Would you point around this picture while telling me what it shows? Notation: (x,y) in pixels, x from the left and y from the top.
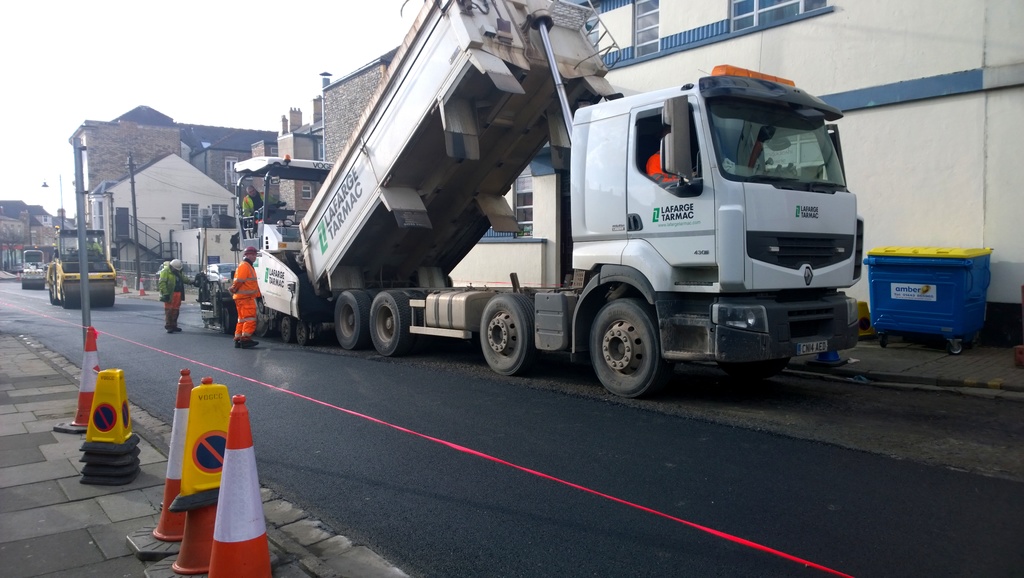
In this image I can see a truck (613,192) which is white and black in color on the road (553,394). I can see a person (244,308) wearing orange dress (250,296) is standing on the road (424,400) and few traffic poles (186,424) on the sidewalk (86,498). In the background (30,284) I can see few other vehicles (98,295) on the road (63,329), few buildings (142,186), a pole (81,222) and the sky (168,41).
